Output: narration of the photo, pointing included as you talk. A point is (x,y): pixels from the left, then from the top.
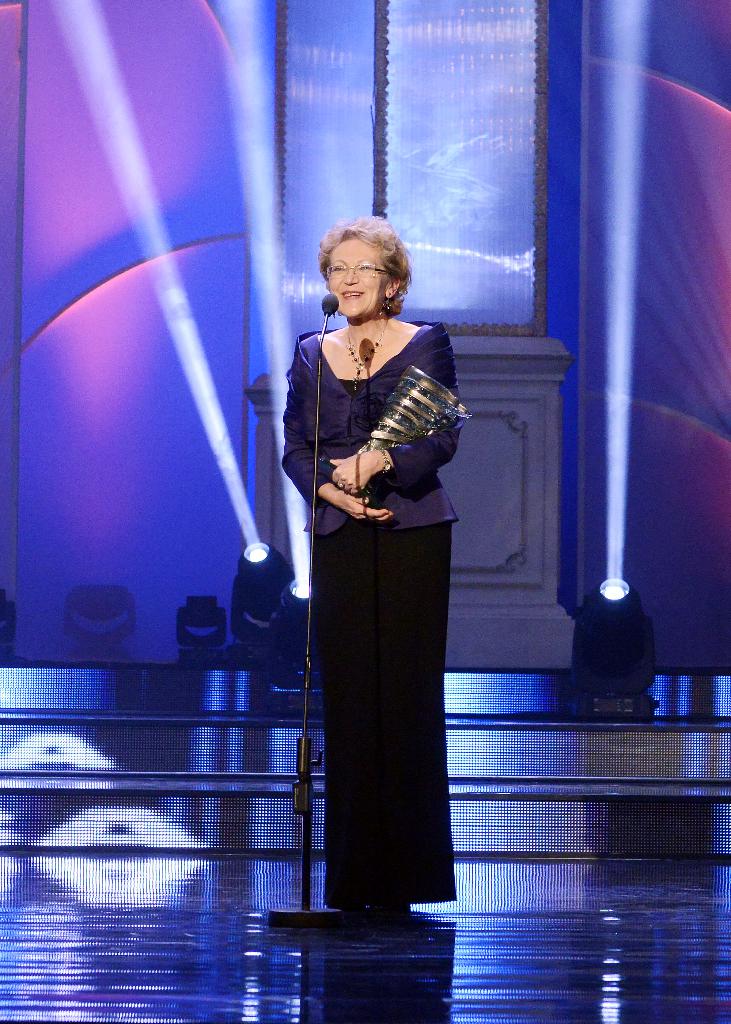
This image is taken indoors. At the bottom of the image (230,928) there is a floor (496,943). In the background (160,280) there is a wall (702,447). There are a few lights (252,569). There are a few stairs (541,752). In the middle of the image (345,433) a woman (356,458) is standing on the dais (351,972) and she is holding a trophy (401,428) in her hands (369,471) and there is a mic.
